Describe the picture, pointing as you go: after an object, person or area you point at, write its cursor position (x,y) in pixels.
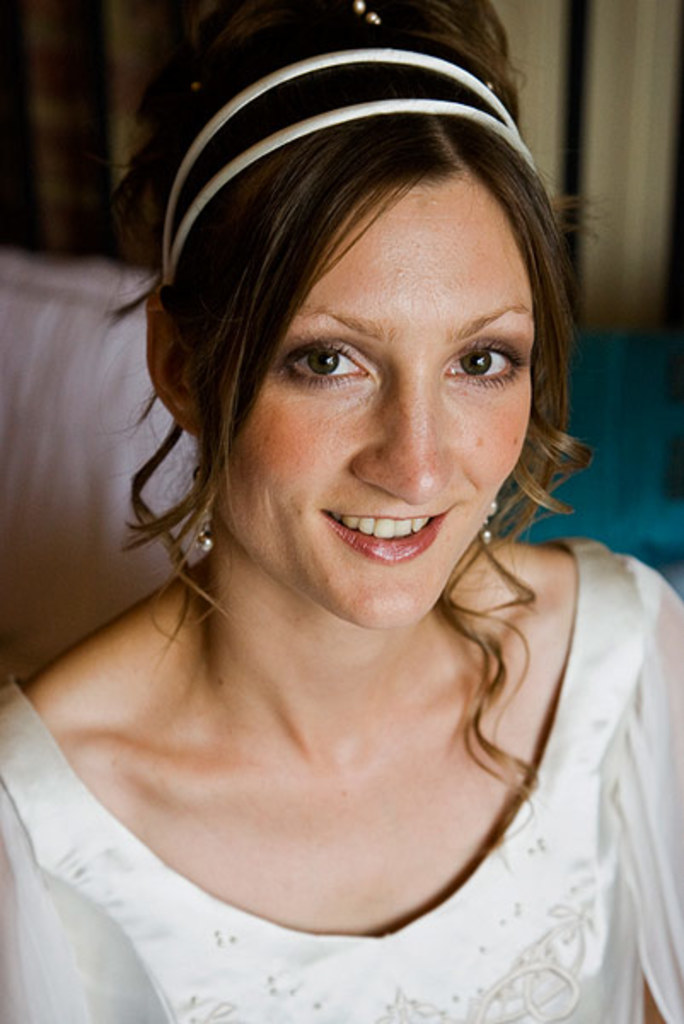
In this image I can see the person (298,986) and the person (360,936) is wearing white color dress (325,954). Background (49,395) I can see few objects (19,281) in pink and green color.
